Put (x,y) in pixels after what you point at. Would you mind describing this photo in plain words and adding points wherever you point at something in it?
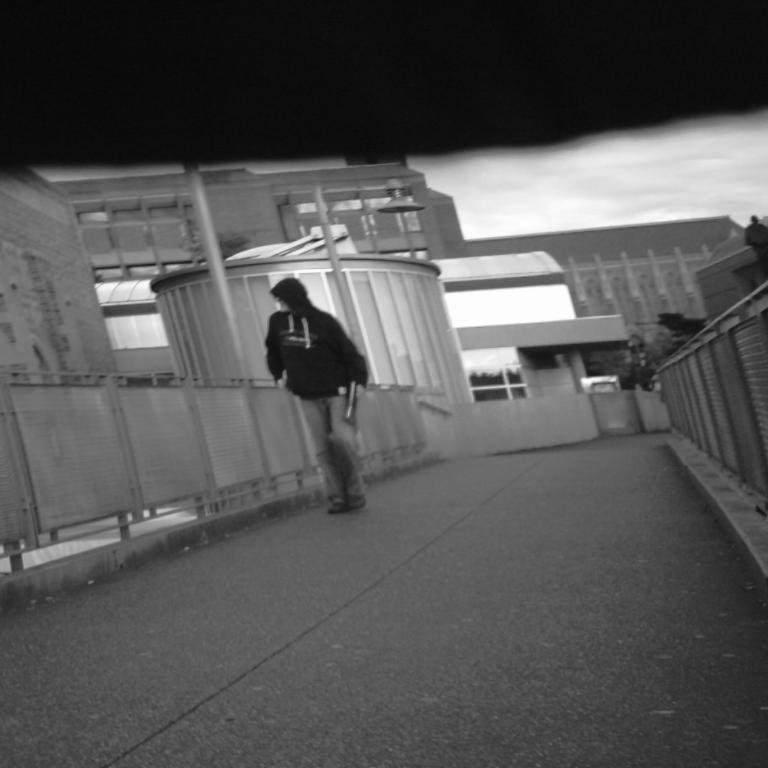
In this picture there is a man (337,367) wearing a black color hoodie (333,378) is walking on the pedestrian crossing bridge (240,387). Behind there is a metal frame shed (298,244). In the background (276,216) there are some buildings (290,234).
